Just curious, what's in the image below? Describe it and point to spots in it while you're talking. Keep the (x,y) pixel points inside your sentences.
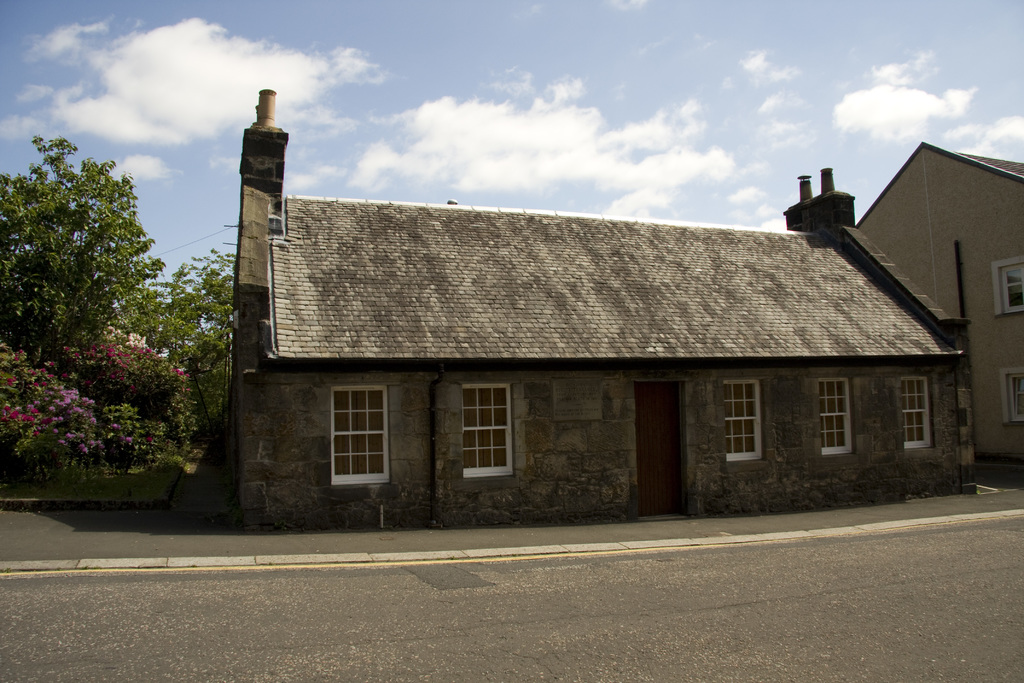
In the foreground of this image (562,639), at the bottom (562,639), there is the road (632,629). In the middle (600,381), there are two houses (621,381), flowers (125,360) and trees (161,331). At the top (463,14), there is the sky (307,21) and the cloud (198,61).
